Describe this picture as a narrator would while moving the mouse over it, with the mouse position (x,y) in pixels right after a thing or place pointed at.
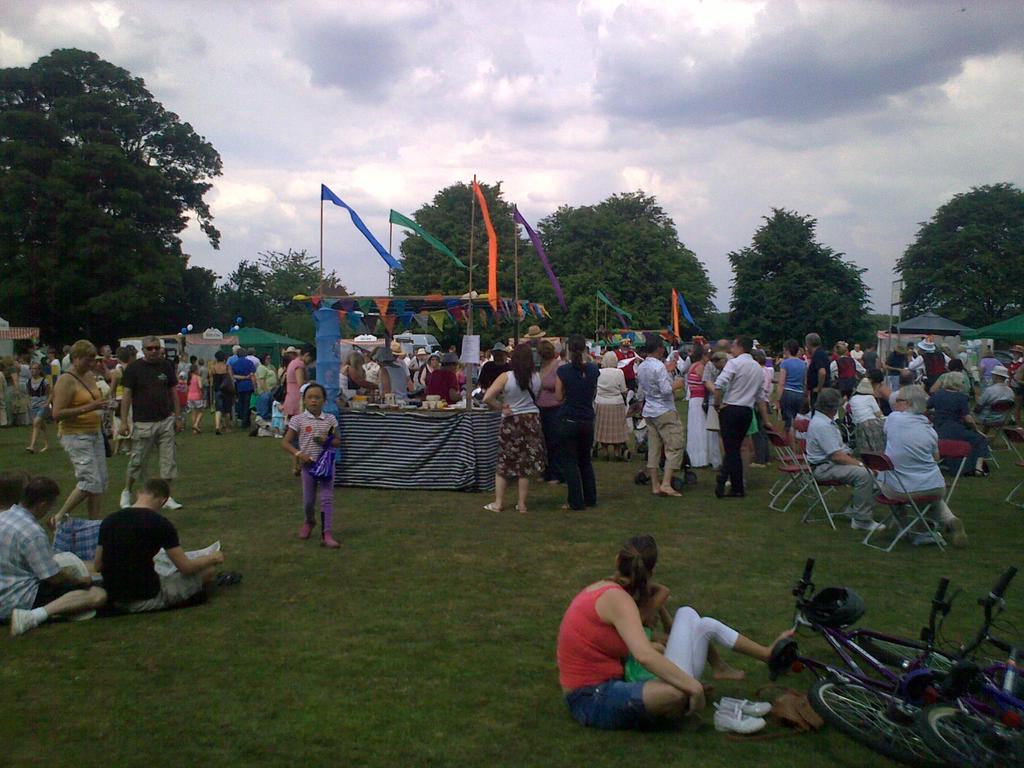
In this picture there are people (7,574) those who are standing and sitting in the image, on the grassland (433,706) and there are stalls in the center of the image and there are bicycles (1012,680) on the floor (487,610) at the bottom side of the image (907,750), there are trees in the background area of the image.
